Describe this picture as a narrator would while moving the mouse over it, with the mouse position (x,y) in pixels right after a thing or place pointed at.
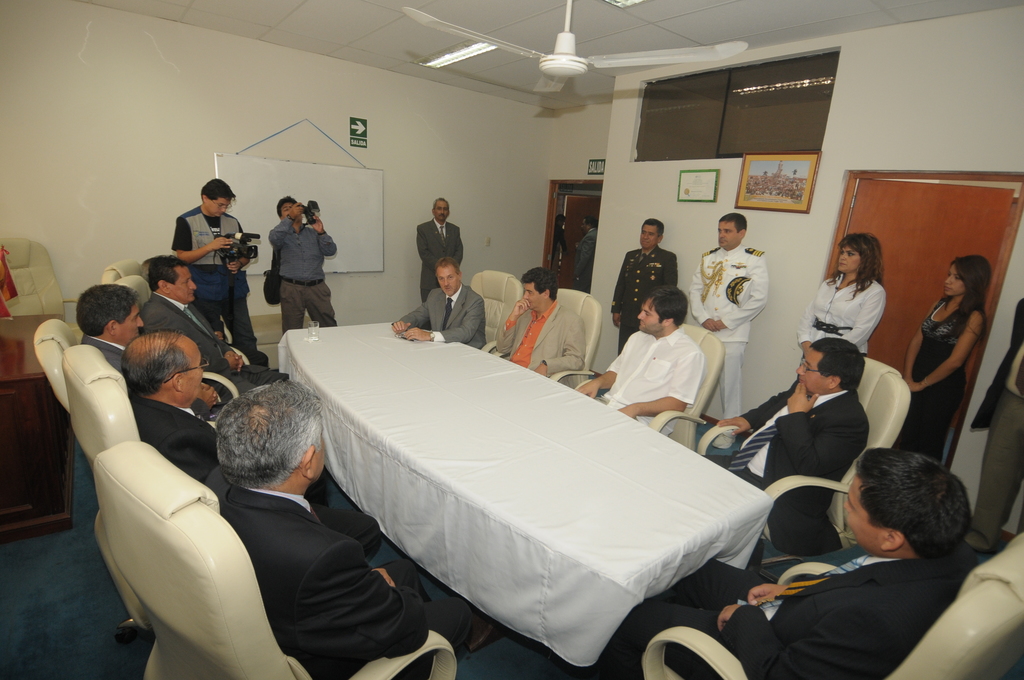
A group of people (523,337) are sitting around the table (523,488), many of them wore coats (919,572), ties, shirts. On the right side (877,253) two women (922,335) are standing, at the top (733,46) there is a fan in white color.
